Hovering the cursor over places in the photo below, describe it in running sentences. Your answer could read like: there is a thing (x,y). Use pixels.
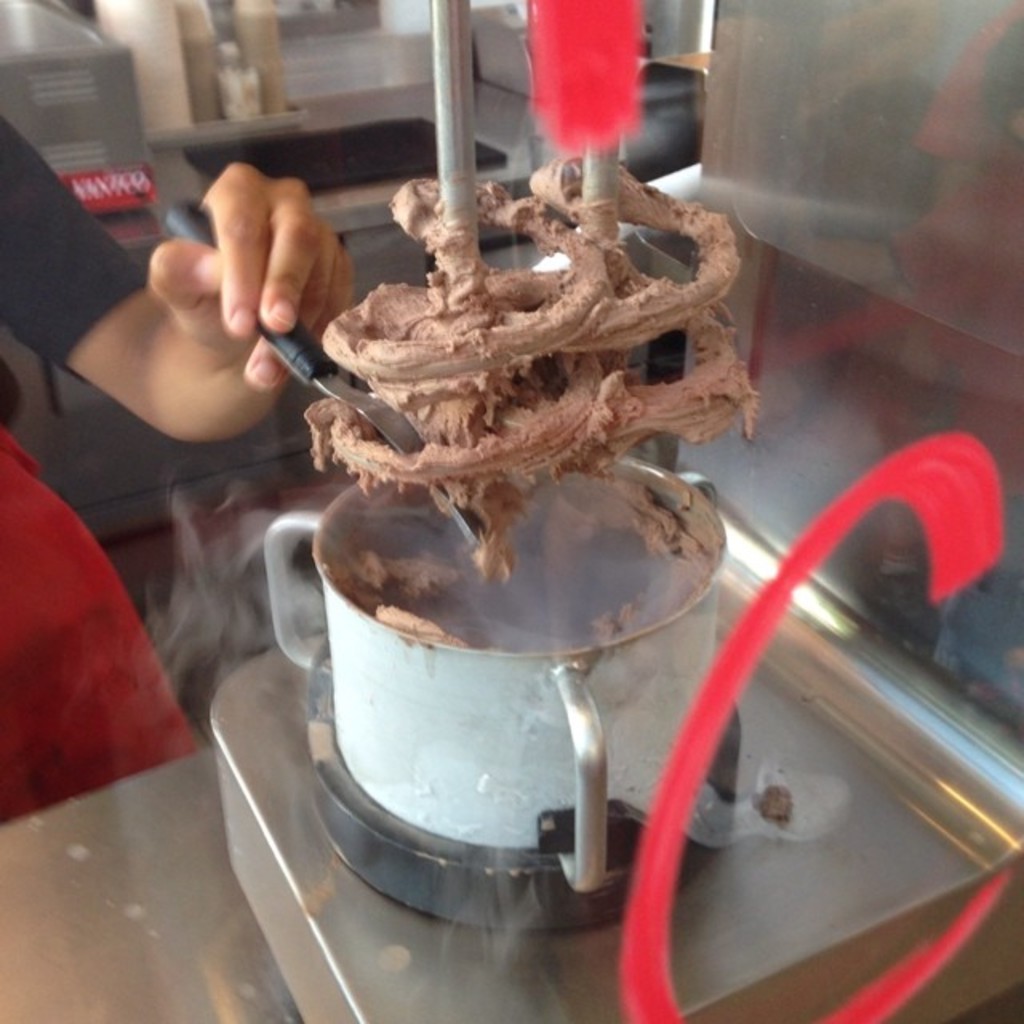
In this image there is a machine (284,837), in front of that there is a person (51,294) holding an object (274,345), behind the person (102,375) there are so many objects (176,119).
